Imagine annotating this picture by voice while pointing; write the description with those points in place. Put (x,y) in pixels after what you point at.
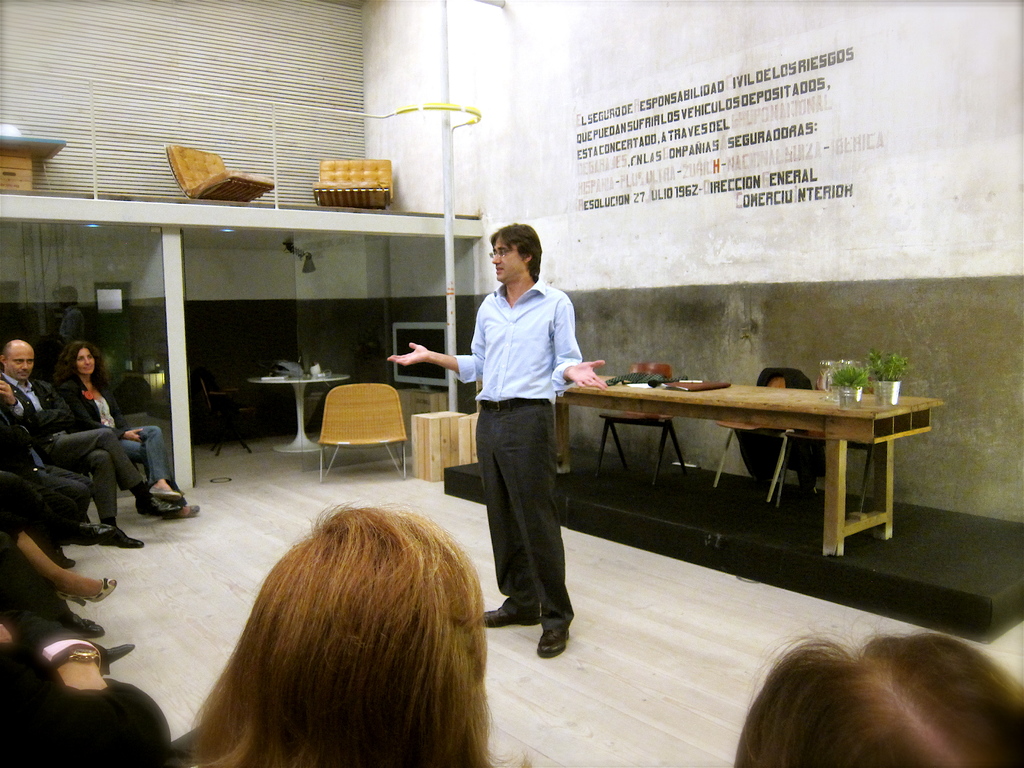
In this image i can see a man (509,317) standing at front (500,501) i can see few people (88,660) other sitting at the back ground (383,404) i can see a chair (366,406), two pots (856,386), a book (690,386) on a table (703,403), a wall (720,346) at the top (347,175) i can see two other chairs (361,178) and a pole (451,151).
